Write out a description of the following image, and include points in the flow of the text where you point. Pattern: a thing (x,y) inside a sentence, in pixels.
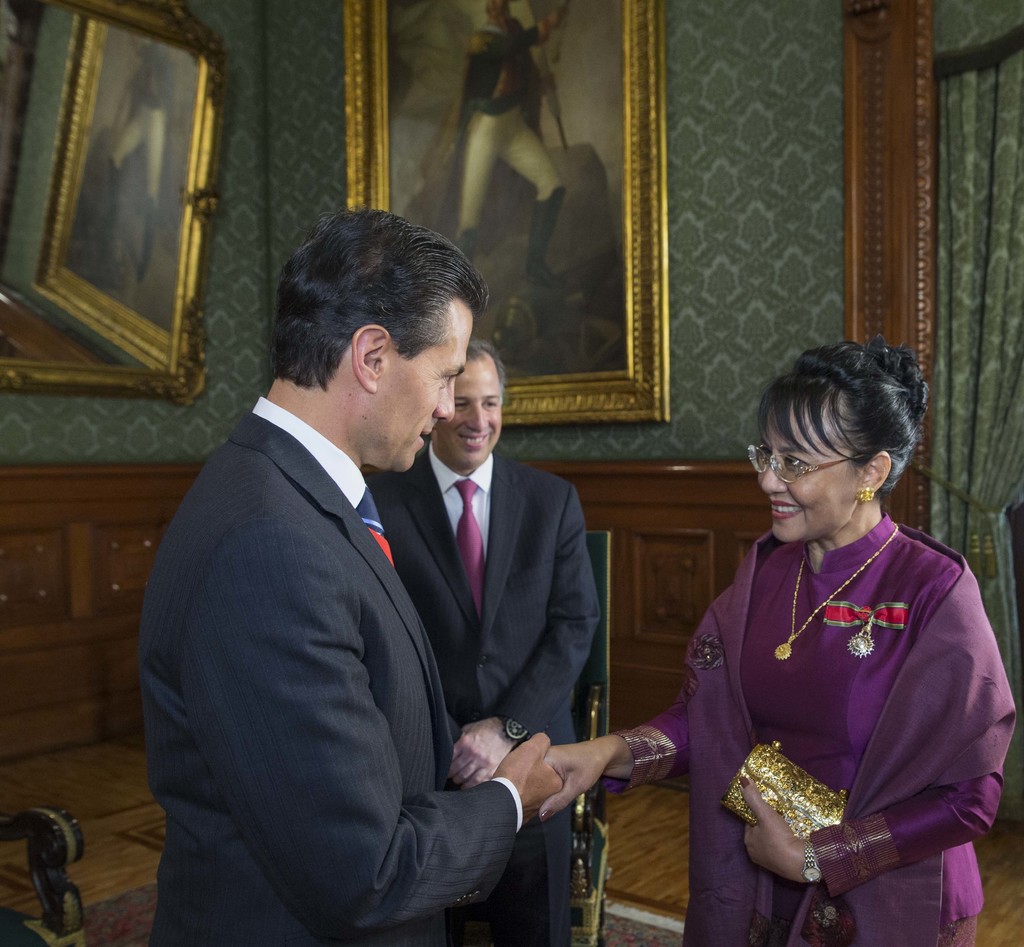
In the front of the image (280,741) we can see three people (447,755). In the background of the image (1017,122) I can see a curtain (1000,310) and walls (70,417). Mirror (155,345) and picture (508,320) is on the walls (318,77). Floor (627,890) with carpet (140,893).
